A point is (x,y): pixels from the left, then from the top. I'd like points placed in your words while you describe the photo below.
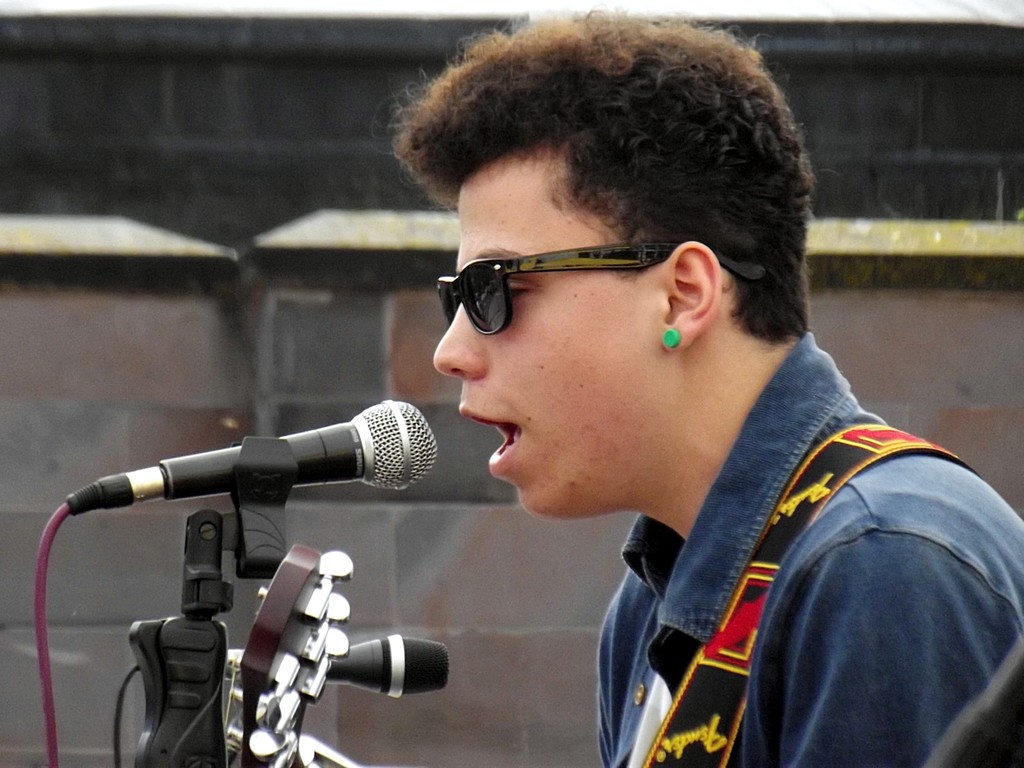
In this image there is a person (619,591). In front of him there are mike's (192,464). Behind him there is a wall (14,154).
